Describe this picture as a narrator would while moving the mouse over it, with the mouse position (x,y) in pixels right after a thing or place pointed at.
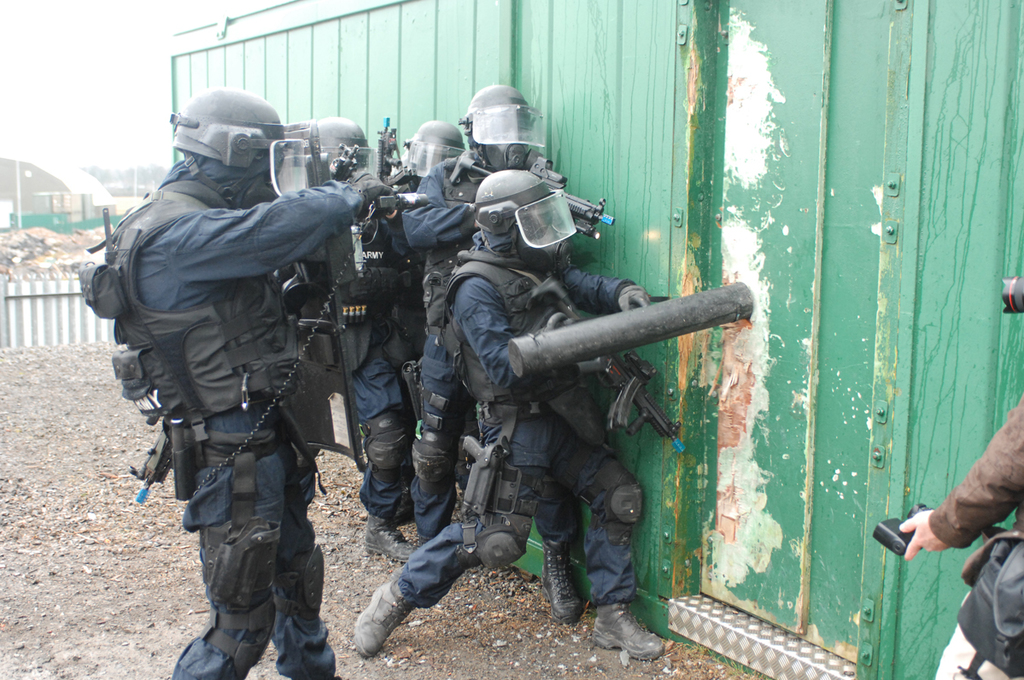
In this image we can see a few people (427,459) holding guns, also we can see the wall (409,15), doors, trees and poles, in the background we can see the sky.
